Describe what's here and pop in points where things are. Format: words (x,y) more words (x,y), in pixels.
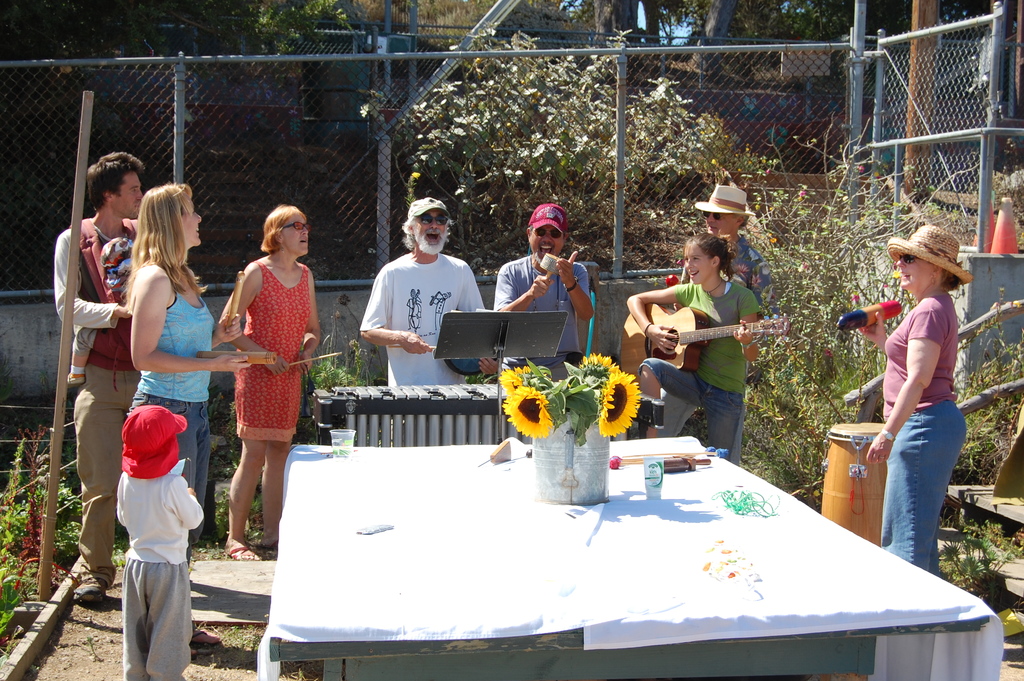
On the left side (91,501) a beautiful woman (177,361) is standing, she wore blue color top (181,381) and few other persons (131,344) are standing and singing, there are sunflowers (602,418) on this table (545,507). On the right side (908,354) a woman (950,323) is standing, she wore hat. There is an iron net (786,160), in the middle of an image (454,253), at the back side (629,138) there are trees (35,42) in this image.
